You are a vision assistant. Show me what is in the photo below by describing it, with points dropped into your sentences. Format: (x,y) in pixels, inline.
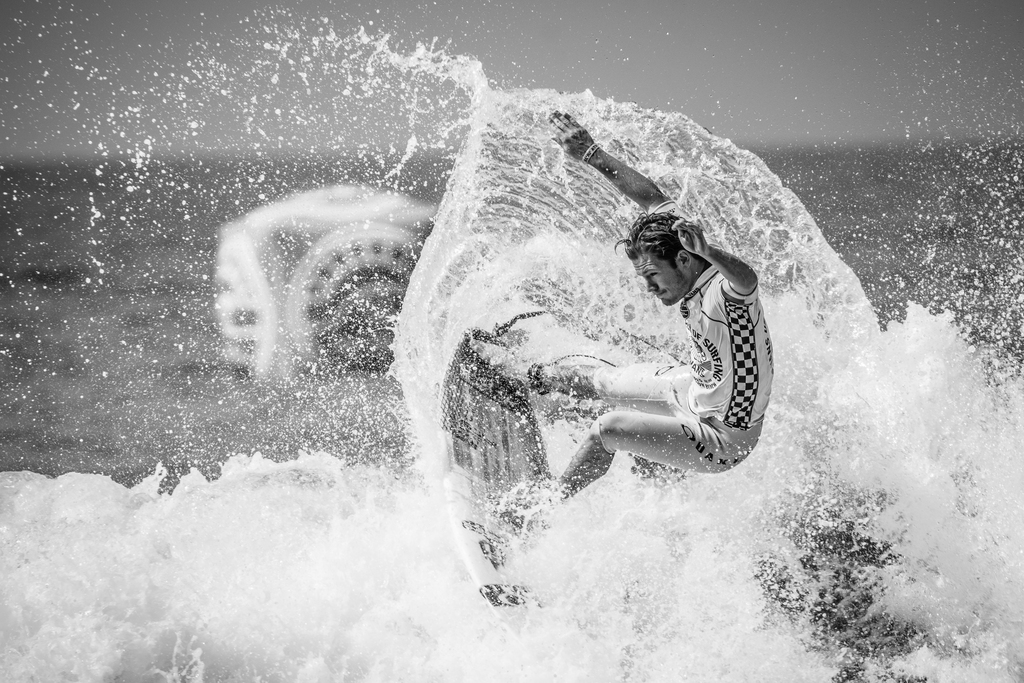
In this picture we can see an object (361,239), man (695,434) standing on a surfboard (478,426) and surfing on water (308,465) and in the background (893,49) we can see the sky (420,103).
